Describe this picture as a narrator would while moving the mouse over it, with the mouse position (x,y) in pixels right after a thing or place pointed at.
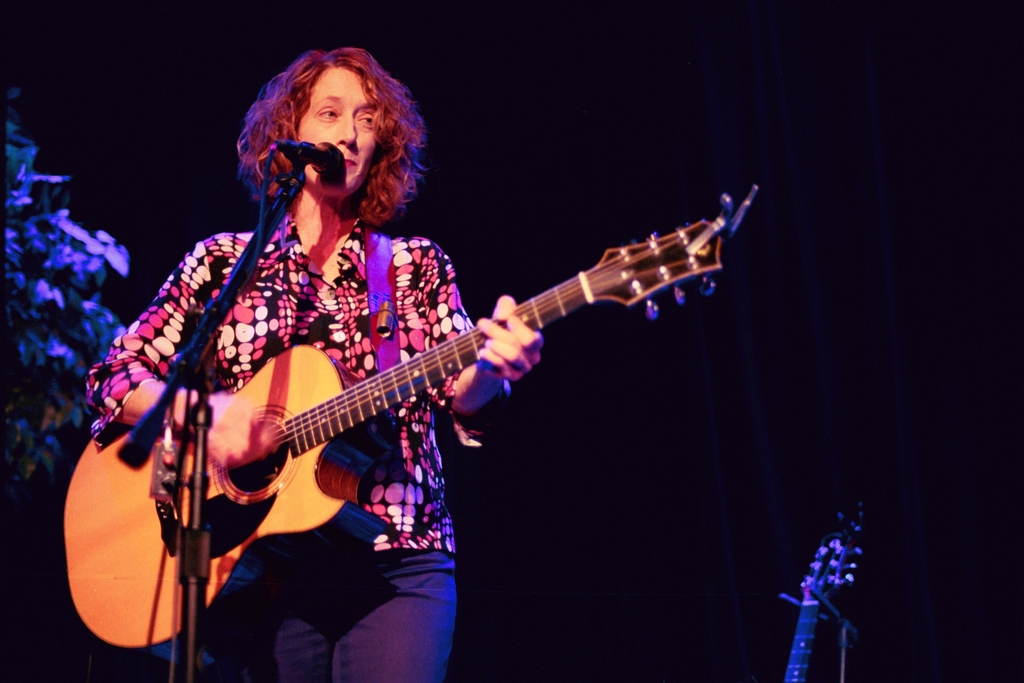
In this image, woman (357,298) is playing a guitar (316,454) in-front of microphone (329,160). Here we can see stand (191,520), wire (164,567). And background (694,549), we can see some cloth (686,404). Left side (54,349), there is a plant (58,361). At the bottom (808,618), There is an another musical instrument (804,637).
